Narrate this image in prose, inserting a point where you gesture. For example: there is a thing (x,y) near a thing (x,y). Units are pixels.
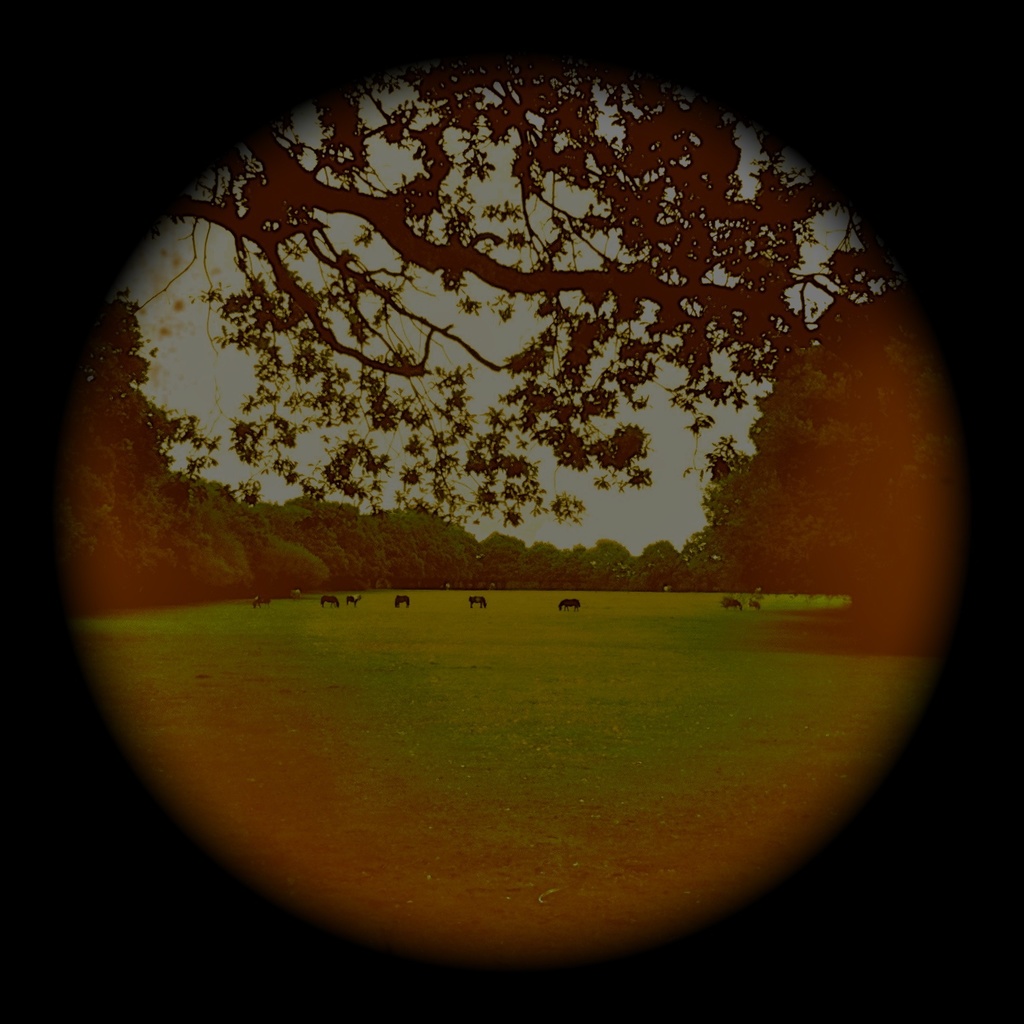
In this image I can see there are trees (906,539), in the middle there are animals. At the top (498,180) it is the sky (229,364).
